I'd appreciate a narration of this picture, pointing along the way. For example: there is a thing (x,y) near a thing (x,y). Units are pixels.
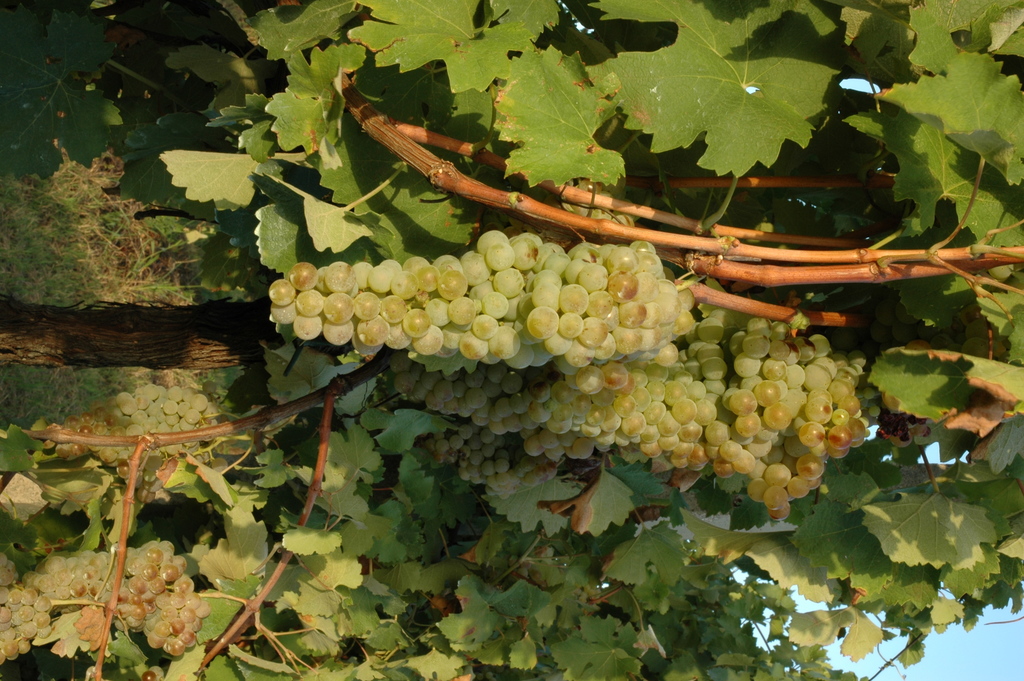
In this image there are few trees (235,362) visible, on which there are few bunch of grapes (707,327) visible, in the bottom right (951,654) there is the sky (899,635).
